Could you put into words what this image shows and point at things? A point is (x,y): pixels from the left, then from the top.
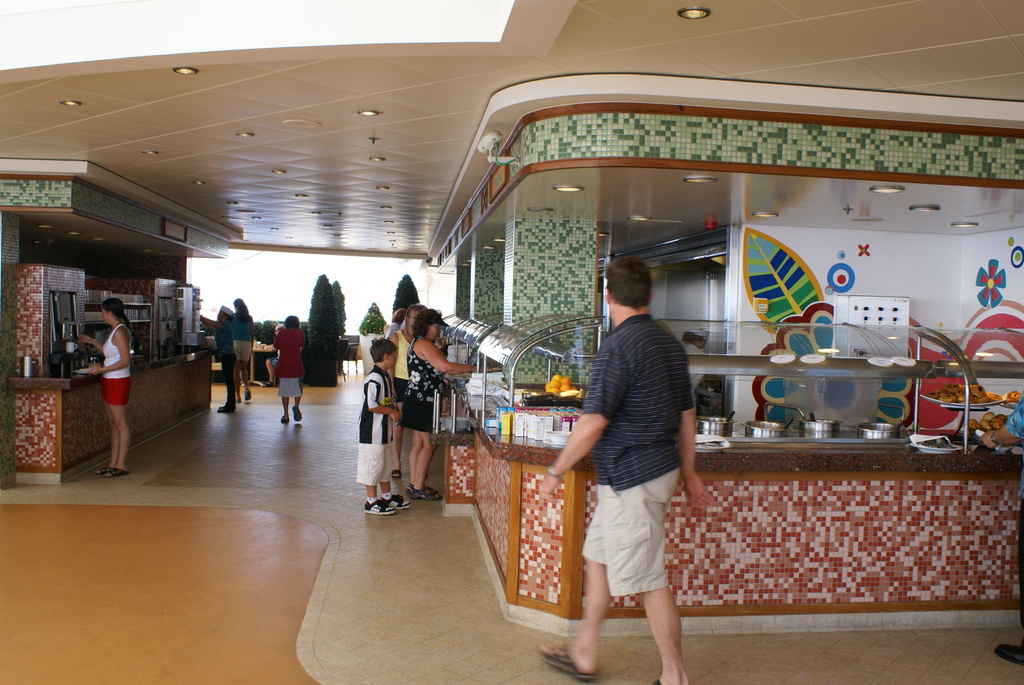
In this image there are a group of people (612,444), and on the right side (949,512) and left side (169,385) there are tables (957,466) and some vessels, bowls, fruits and objects (989,417) and one person (996,431) is holding something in his hands (993,445) on the right side (983,436). At the bottom (138,522) there is floor (367,615), and in the background (338,327) there are trees (381,321) and sky (265,274), at the top (337,176) there is ceiling (635,86) and lights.
